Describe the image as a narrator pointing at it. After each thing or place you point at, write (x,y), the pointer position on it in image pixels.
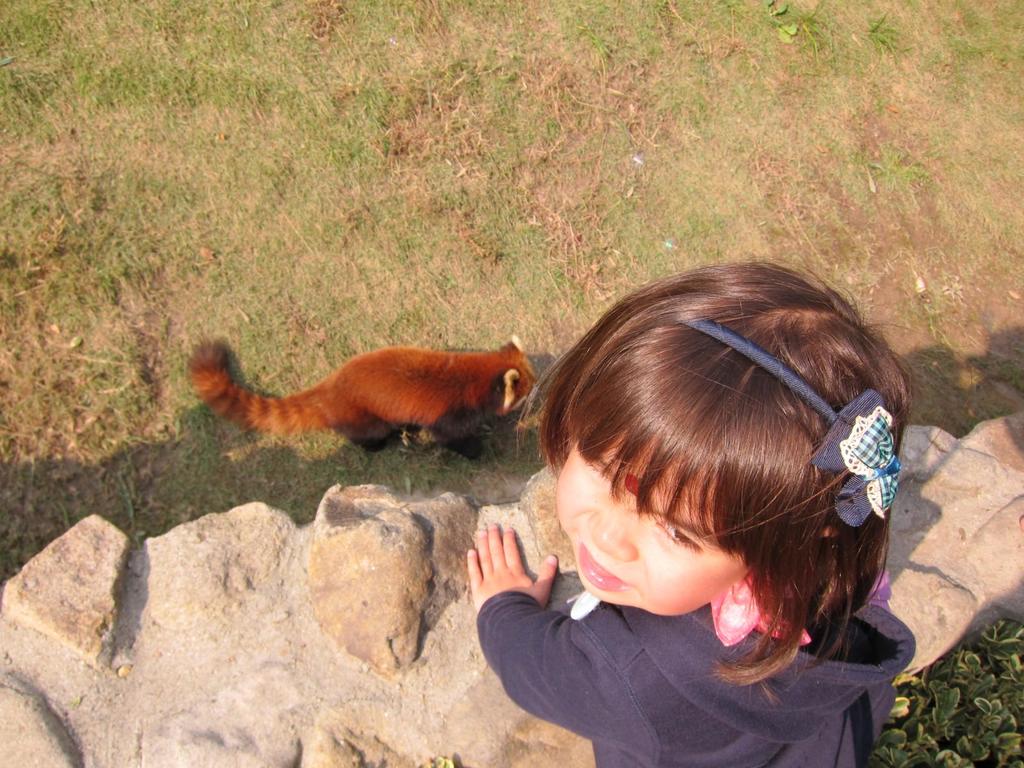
In this image we can see an animal (369,375) on the ground (467,297) and a child (558,493) beside a wall (558,535). We can also see some plants (936,675) and grass (285,234).
